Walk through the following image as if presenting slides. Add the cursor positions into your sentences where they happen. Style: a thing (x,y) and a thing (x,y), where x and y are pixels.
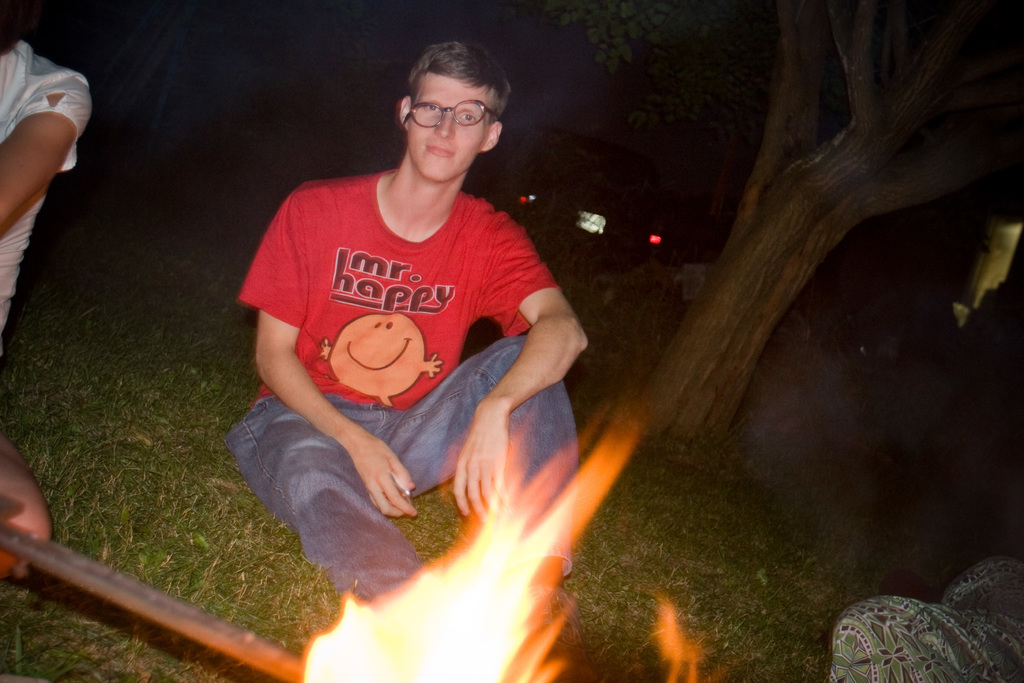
In the image we can see a man (373,375) sitting, wearing clothes (365,352), spectacles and holding an object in hand (394,495). Beside the man (277,381) there are other people (22,258) sitting. Here we can see flame (387,598), grass (112,444), tree (792,144) and the background (243,123) is dark.
